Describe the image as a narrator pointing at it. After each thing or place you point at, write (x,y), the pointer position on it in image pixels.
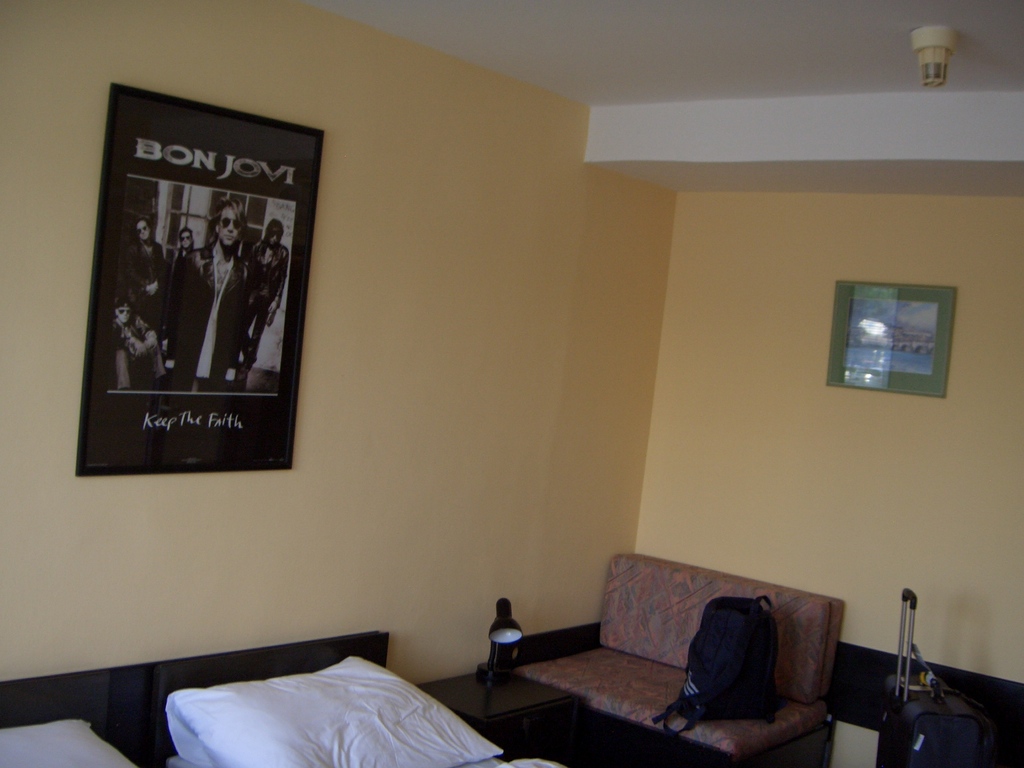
This is a picture taken in a bed room (376,508) where there is bed (164,721), pillows (237,708), table (482,699), couch (786,690), bag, trolley (902,764), frames (183,404) attached to wall (586,454).
